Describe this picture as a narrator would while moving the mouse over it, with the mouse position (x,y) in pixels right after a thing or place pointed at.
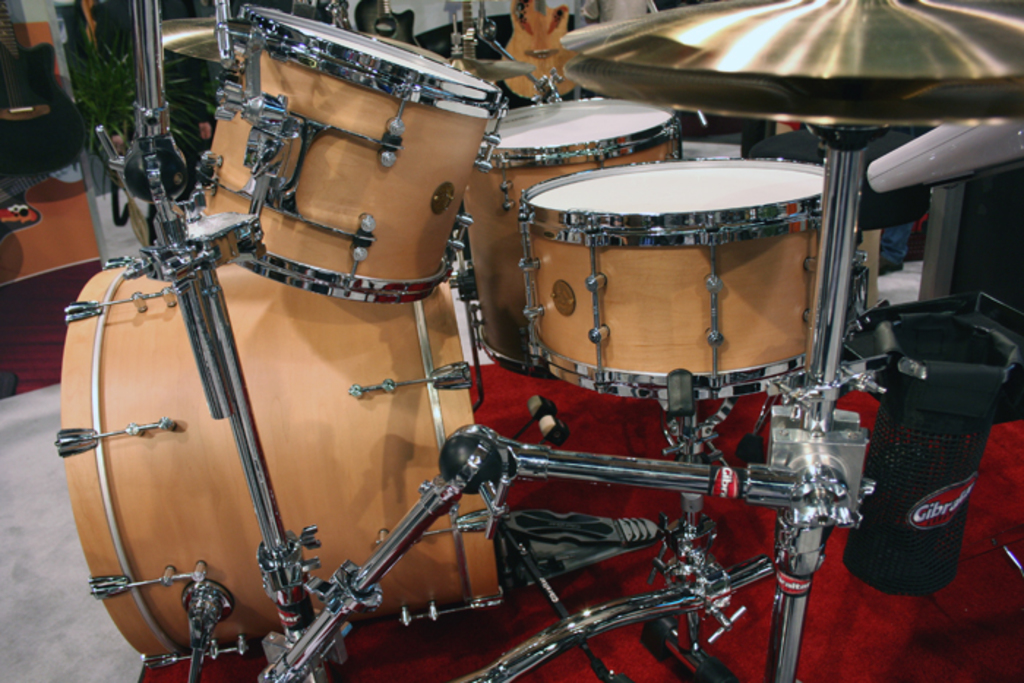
In this picture we can see drums (400,320) and cymbals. On the right side of the image (856,556), there is a dustbin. On the left side of the image (21,114), there is a guitar (19,94), a house plant (181,89) and some objects (69,241).
